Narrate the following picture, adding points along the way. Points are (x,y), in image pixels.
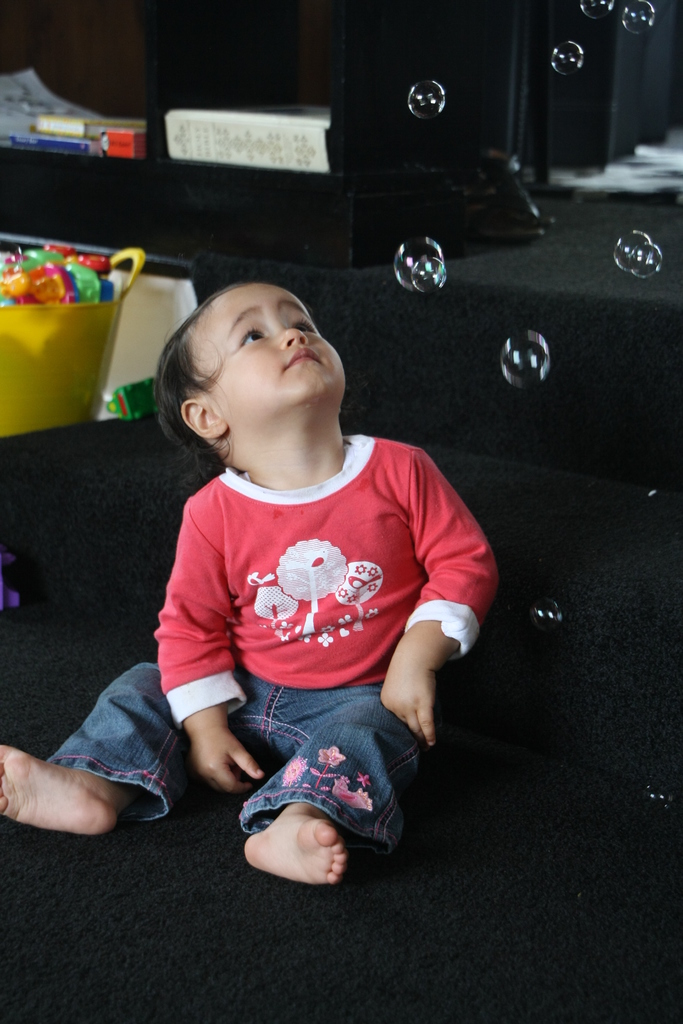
In the center of the image (393,524), we can see a kid (344,517) sitting and in the background (134,395), there are toys (45,265) and we can see books (268,131) and some other objects (409,156) and there are bubbles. At the bottom (502,916), there is carpet (572,832).
